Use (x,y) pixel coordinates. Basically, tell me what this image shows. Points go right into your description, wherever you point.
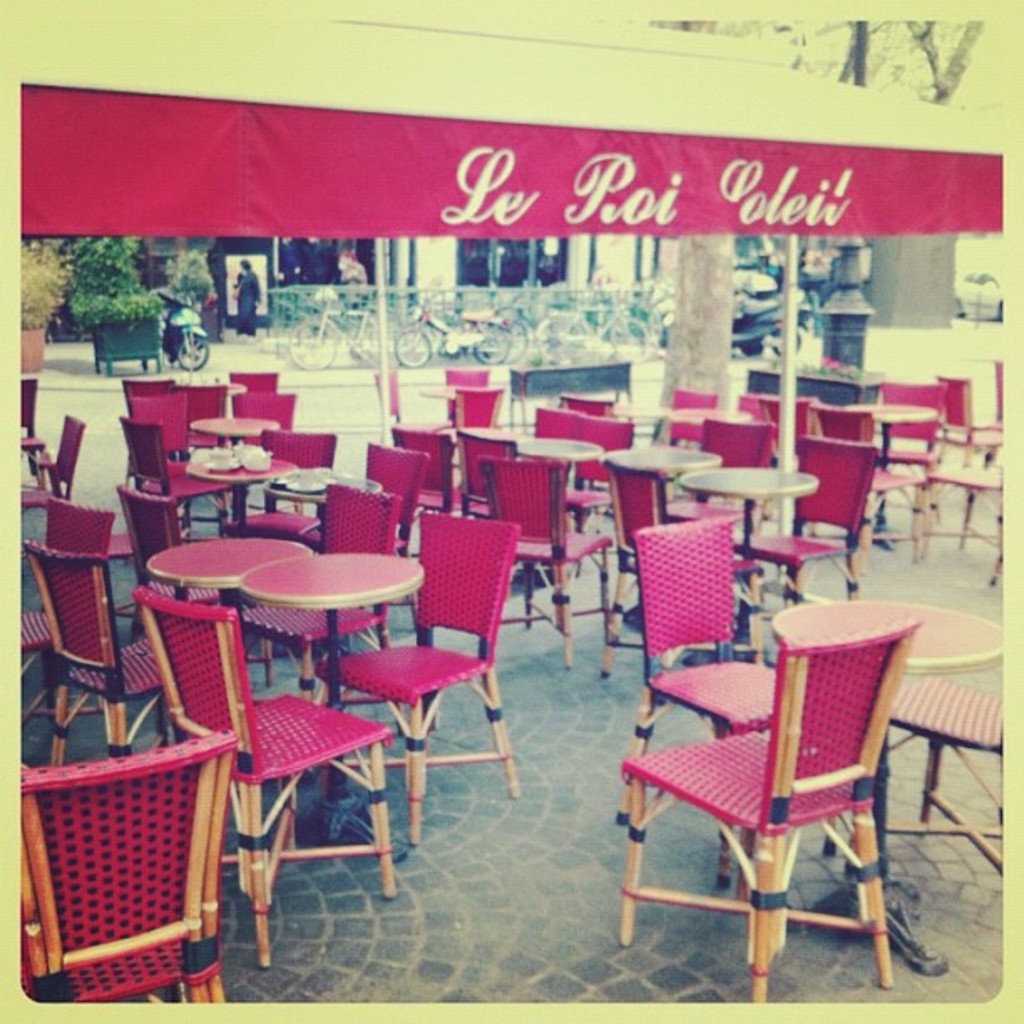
In this image we can see there are few tables (318,498) and chairs (511,451) arranged on the surface (606,520). In the background (744,301) there are few vehicles (449,328) parked, trees (117,287), building (224,282) and there are few people (243,273) walking on the pavement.
